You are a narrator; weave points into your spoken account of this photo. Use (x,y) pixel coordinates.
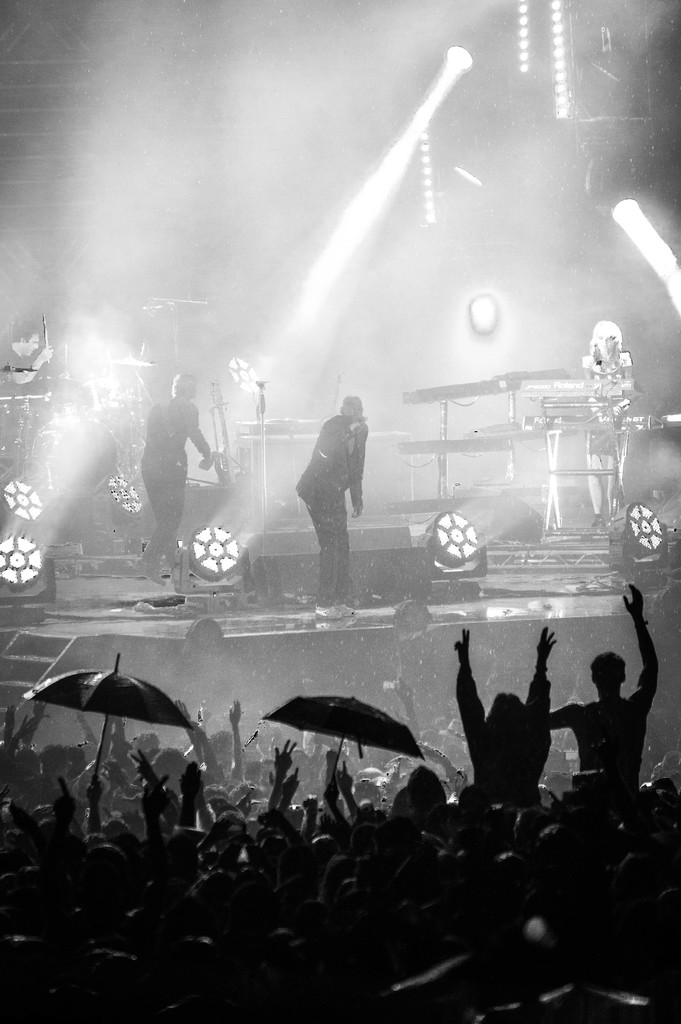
This picture describes about group of people (157,424) and few people (383,783) holding an umbrella (111,684), in the background (468,341) we can see few musical instruments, lights (215,569) and smoke (377,352).
